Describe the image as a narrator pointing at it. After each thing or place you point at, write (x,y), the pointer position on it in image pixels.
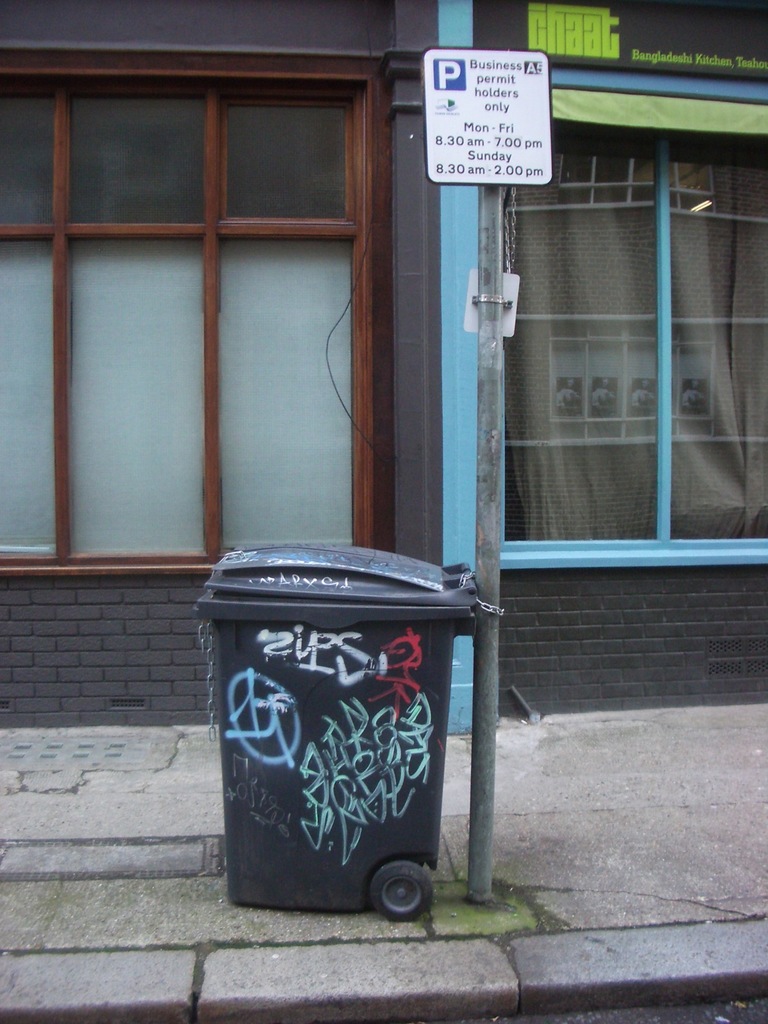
In this image we can able to see a dustbin (338,729) tied to a sign board (457,153), and there are windows (113,336) beside to it.
